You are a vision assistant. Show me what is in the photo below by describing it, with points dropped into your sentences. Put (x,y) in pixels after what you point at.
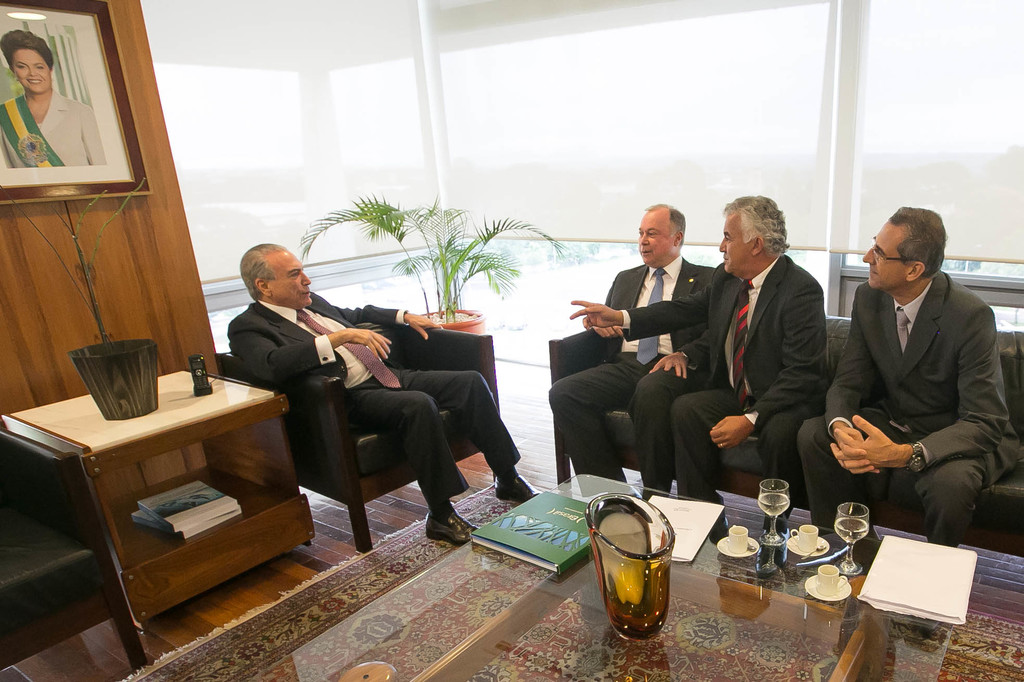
On the background of the picture (637,101) we can see windows (493,129) and a photo frame (60,32) of a women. This is a houseplant (454,231). Here we can four men (727,353) sitting on a black sofa (367,454) and discussing something together. This is a glass table (734,609) on which we can see cups (834,569), saucers (818,545) and glasses (852,562). Diary (873,572) and a book (561,524). Near to this man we can see a table (251,544), books (191,514) and a pot (145,386) on it. This is a floor carpet (309,606).
